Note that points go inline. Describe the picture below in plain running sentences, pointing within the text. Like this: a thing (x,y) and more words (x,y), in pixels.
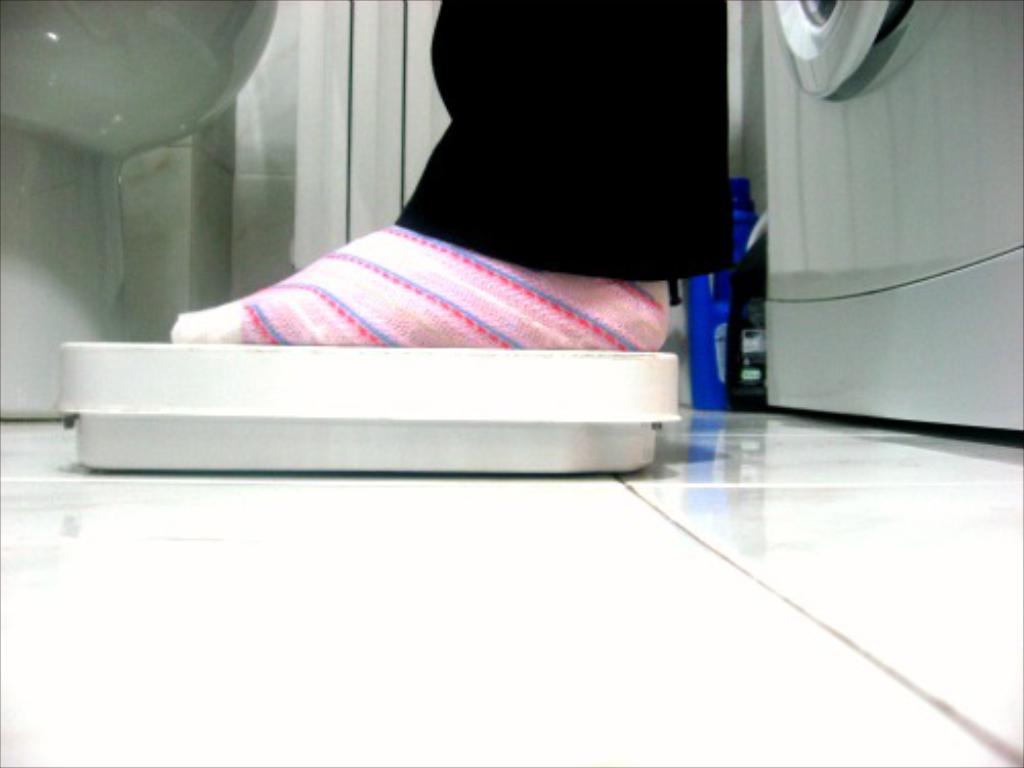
In this image there is a person leg (427,338) on an object (248,456) which is on the floor (435,572). Right side (1012,385) there is a washing machine (901,305). Beside there are two bottles (735,365). Left side (15,326) there is an object (59,230). Behind there is a wall (91,239).
